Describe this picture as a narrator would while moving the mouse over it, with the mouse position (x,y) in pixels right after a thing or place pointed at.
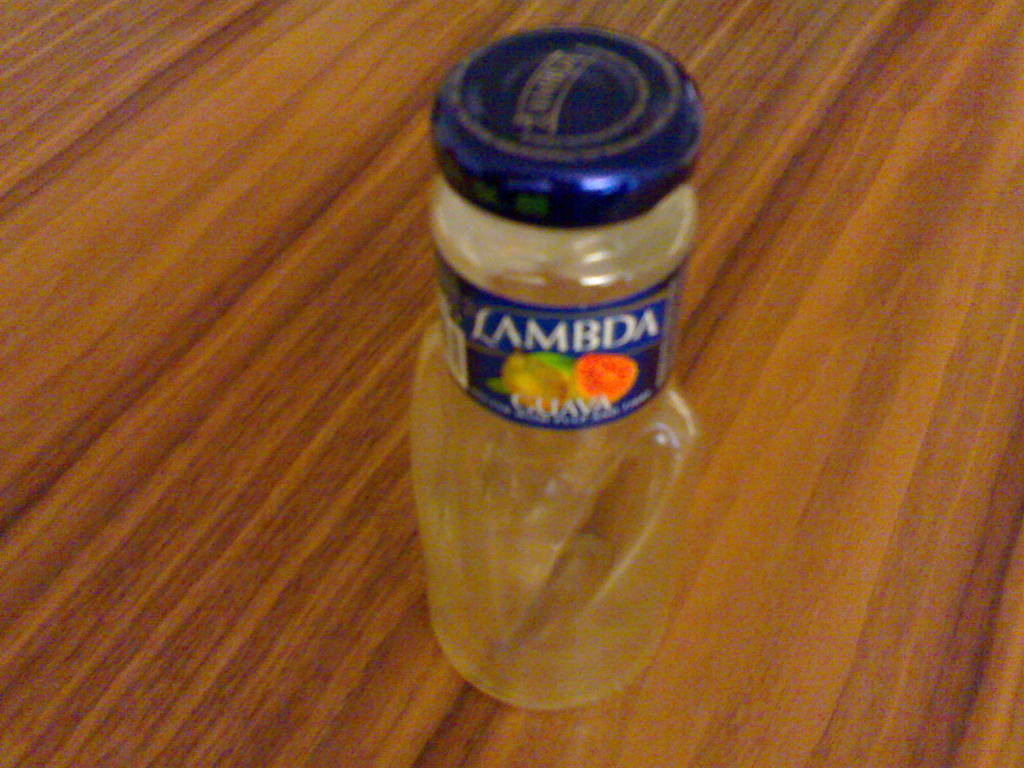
In this picture we can see a bottle (641,452) here, at the bottom (791,538) there is a wooden surface (760,649).
